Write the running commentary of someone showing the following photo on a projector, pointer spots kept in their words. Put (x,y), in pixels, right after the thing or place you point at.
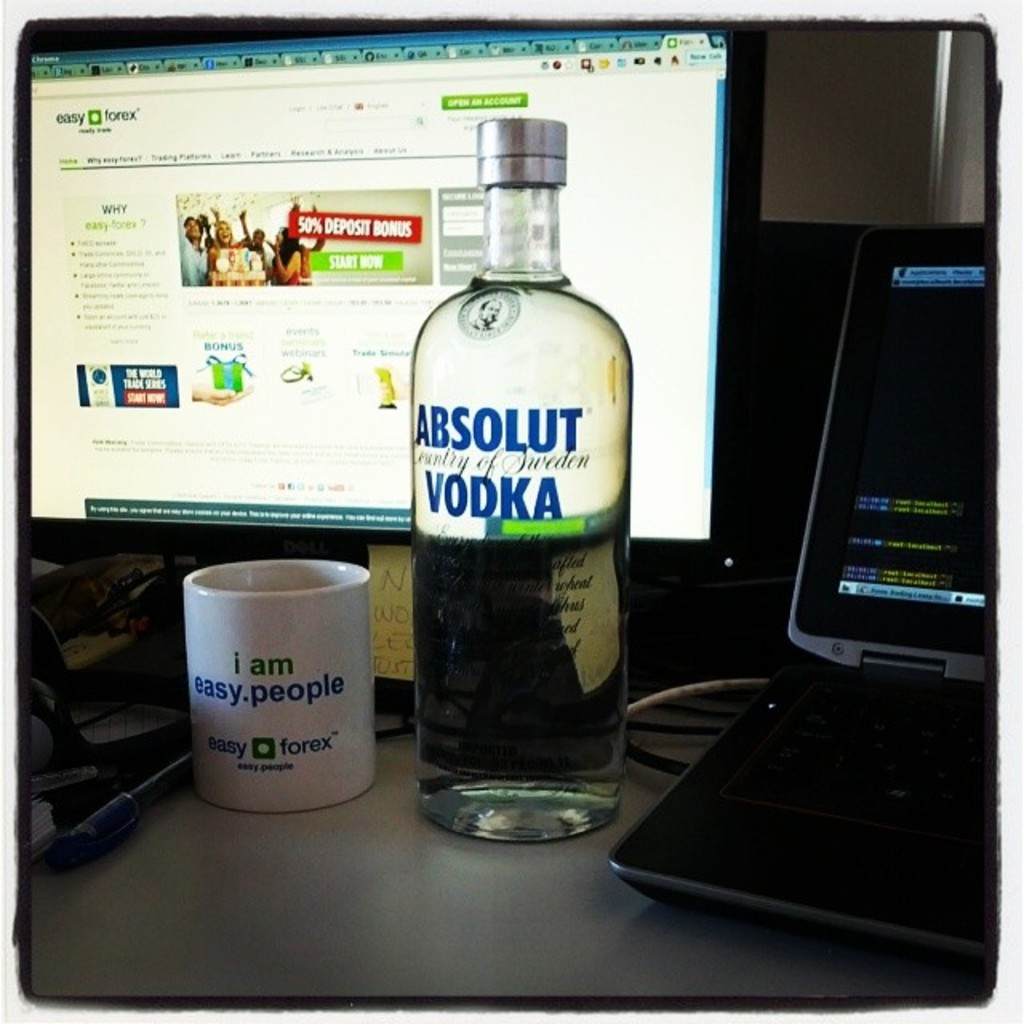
In the image we can see there is a table (450,864) on which there is a monitor (399,335), vodka bottle (503,608), cup (211,740) and laptop (882,714).
